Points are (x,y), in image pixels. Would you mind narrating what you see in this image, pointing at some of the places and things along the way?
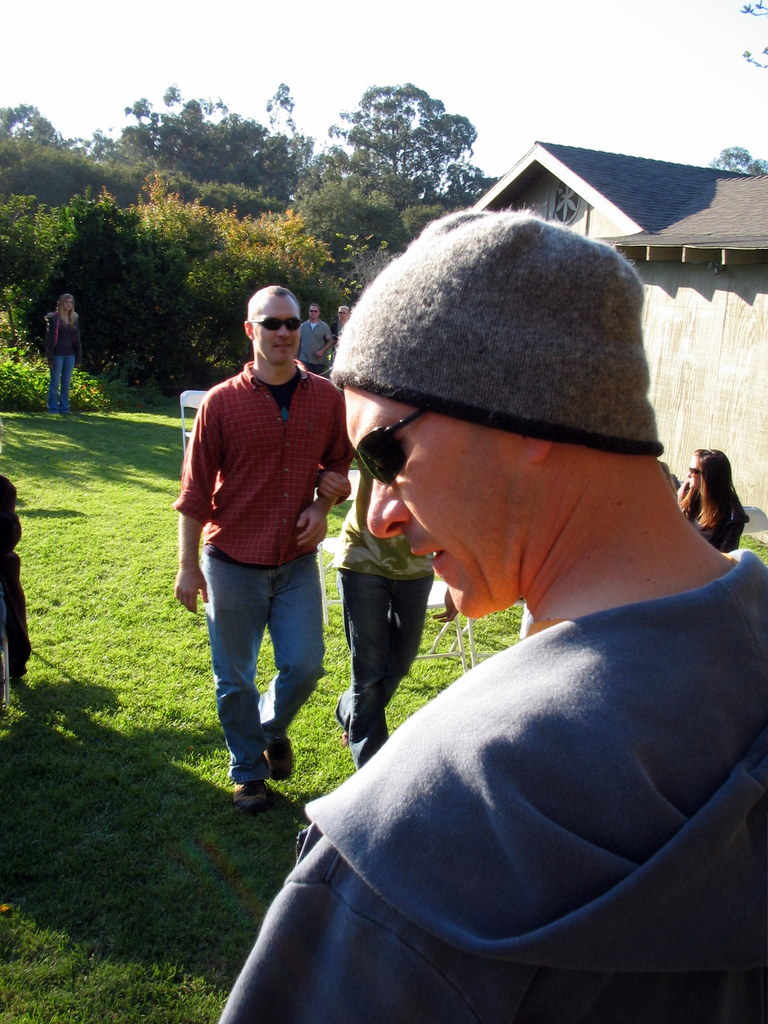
Here we can see few persons (361,639) on the ground (265,832). This is grass (176,562) and there are chairs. In the background (221,326) we can see trees (303,173), house (755,478), and sky (527,35).
